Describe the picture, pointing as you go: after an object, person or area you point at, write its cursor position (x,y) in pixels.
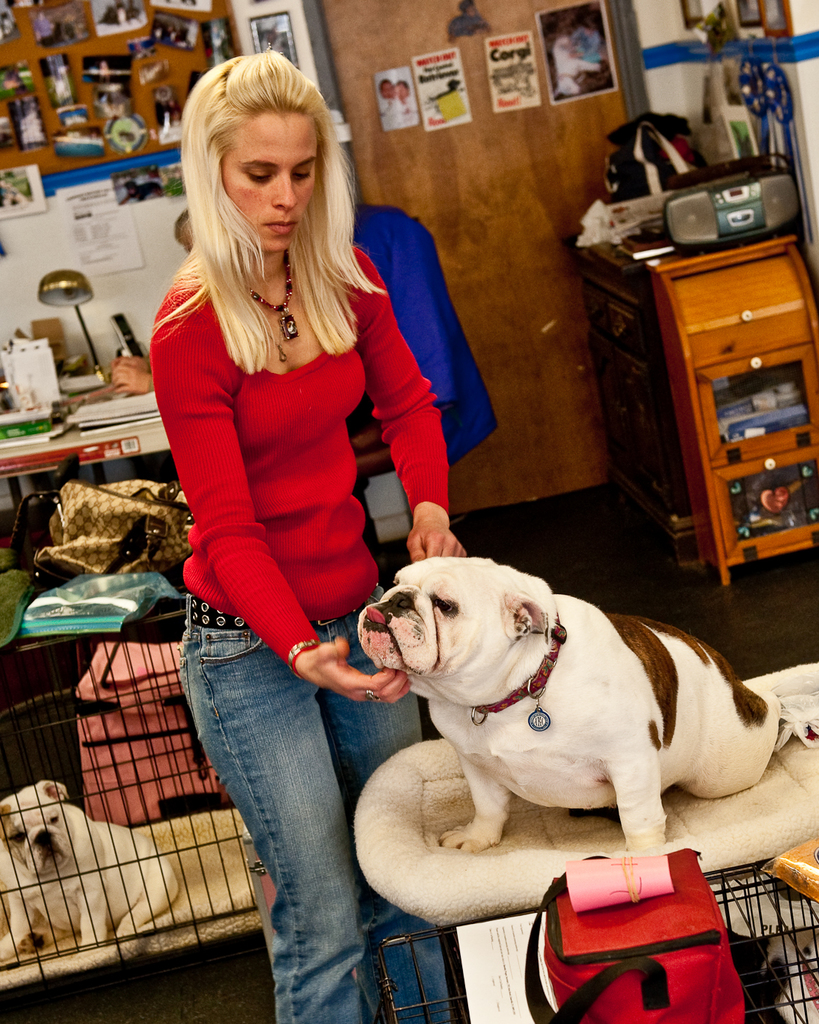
There is a lady (338,501). Near to her there is a dog (457,691) sitting on something. Near to that there is a cage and a red color bag (624,969). In the back (152,881) there is a dog (78,860) inside a cage (96,804). In the background (506,119) there is a door (499,129). On that there are posters (492,58). On the right side (709,261) there is a cabinet (682,367). Inside that there are some items (757,393). On that there is a tape recorder (703,173) and many other items (650,174). On the left side (89,440) there is a platform (76,440). On that there is a table lamp (67,288), books (113,414), phone (130,341) and many other items (43,351). In the back (54,247) there is a wall (29,256) with posters (98,197) and a board (173,65) with many things (88,76) posted on that.
